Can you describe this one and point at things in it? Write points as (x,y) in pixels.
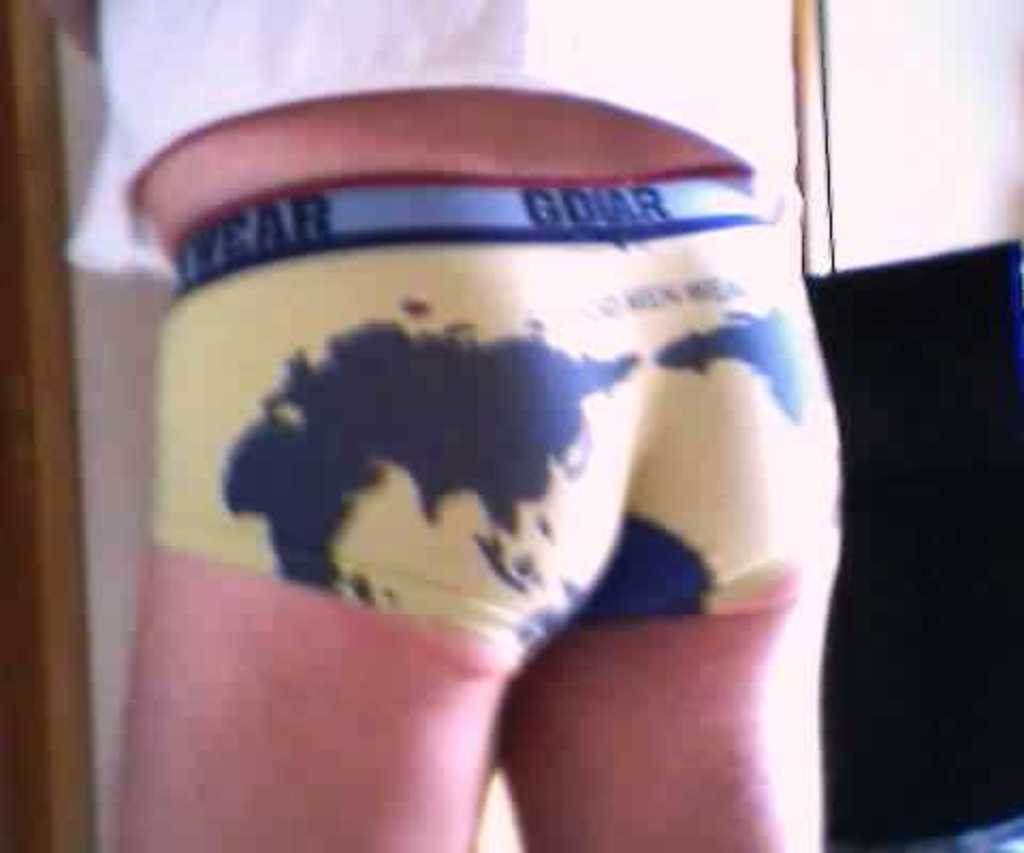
In this image there is a person (573,414) truncated, there is a wall (108,452), there is an object (35,536) truncated towards the left of the image (55,530), there is an object (958,600) truncated towards the right of the image (894,276).
